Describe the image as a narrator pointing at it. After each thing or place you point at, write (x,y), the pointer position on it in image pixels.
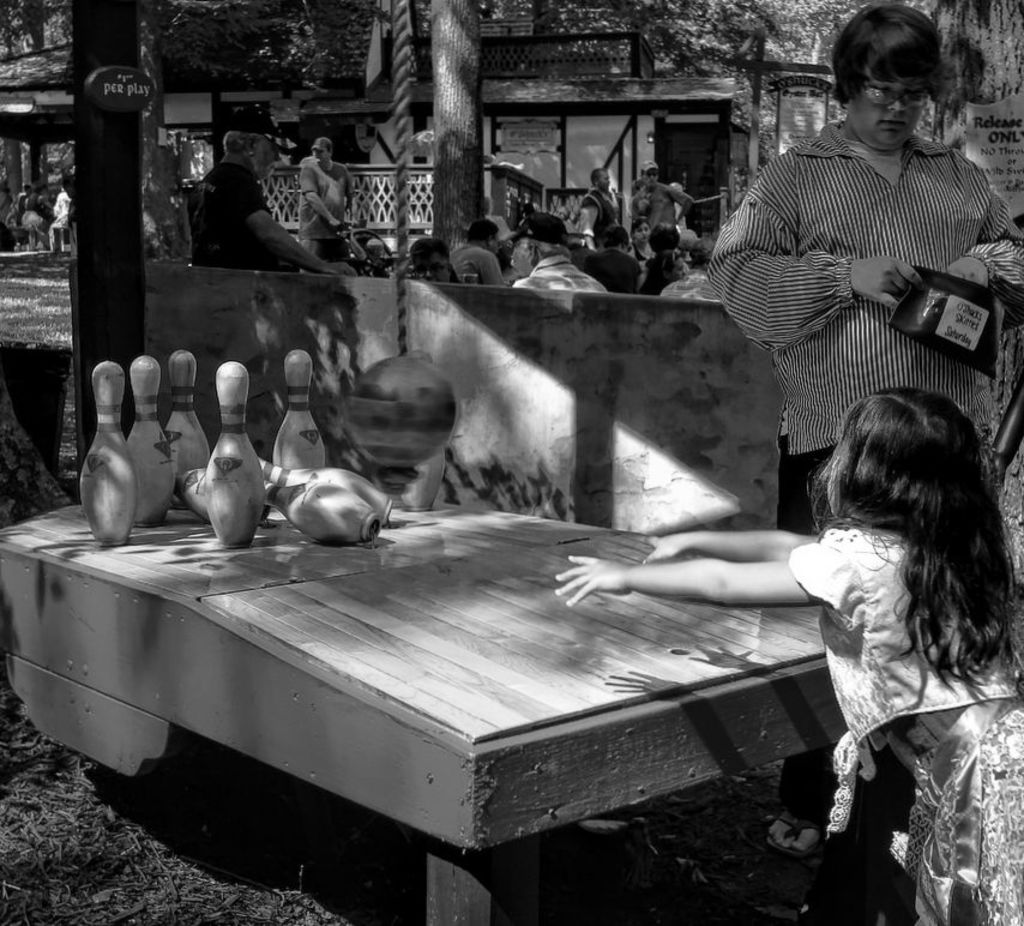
This is a black and white picture. In this image, we can see a table (610,647). On top of that we can see bowling pins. Beside the table (486,657) a girl (935,452) standing. On the right side of the image (902,343), we can see a person (911,359) holding a bag (918,328). In the background (442,153), we can see the people (477,262), tree trunks (160,164), railings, grass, house (522,82) and some objects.
